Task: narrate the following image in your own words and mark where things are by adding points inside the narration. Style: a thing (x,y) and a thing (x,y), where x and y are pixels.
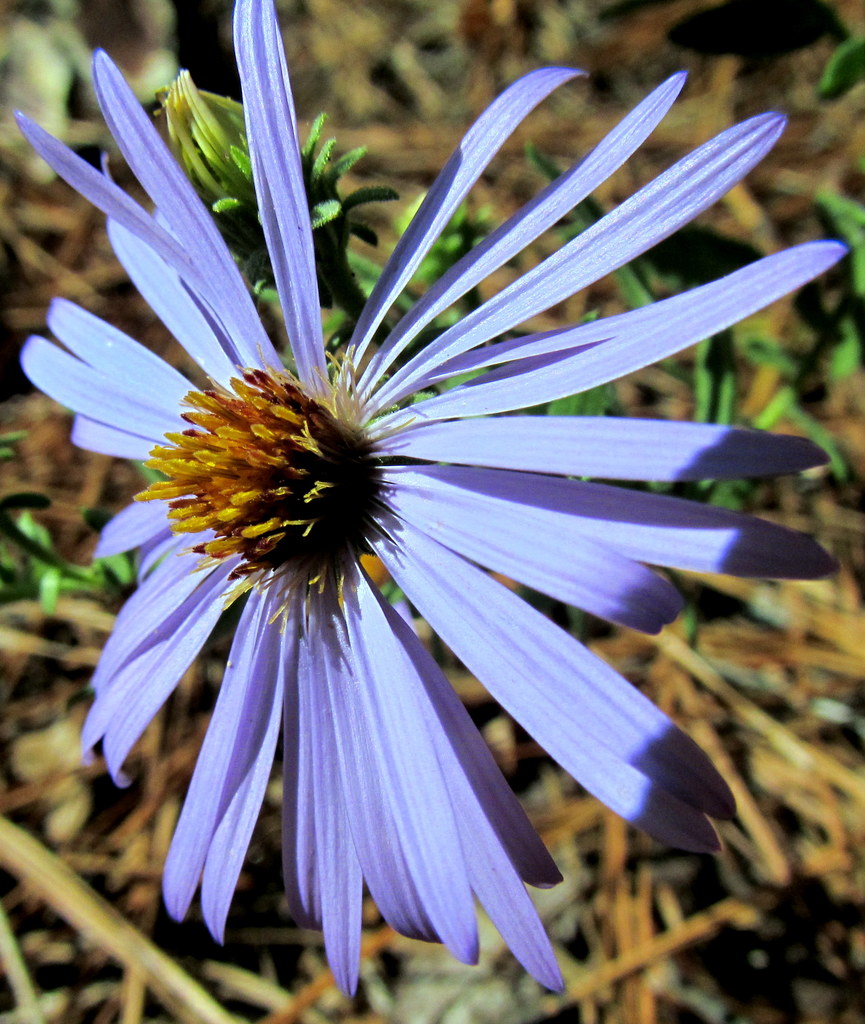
In this picture I can see a flower (396,497), and there is blur background (674,140).
